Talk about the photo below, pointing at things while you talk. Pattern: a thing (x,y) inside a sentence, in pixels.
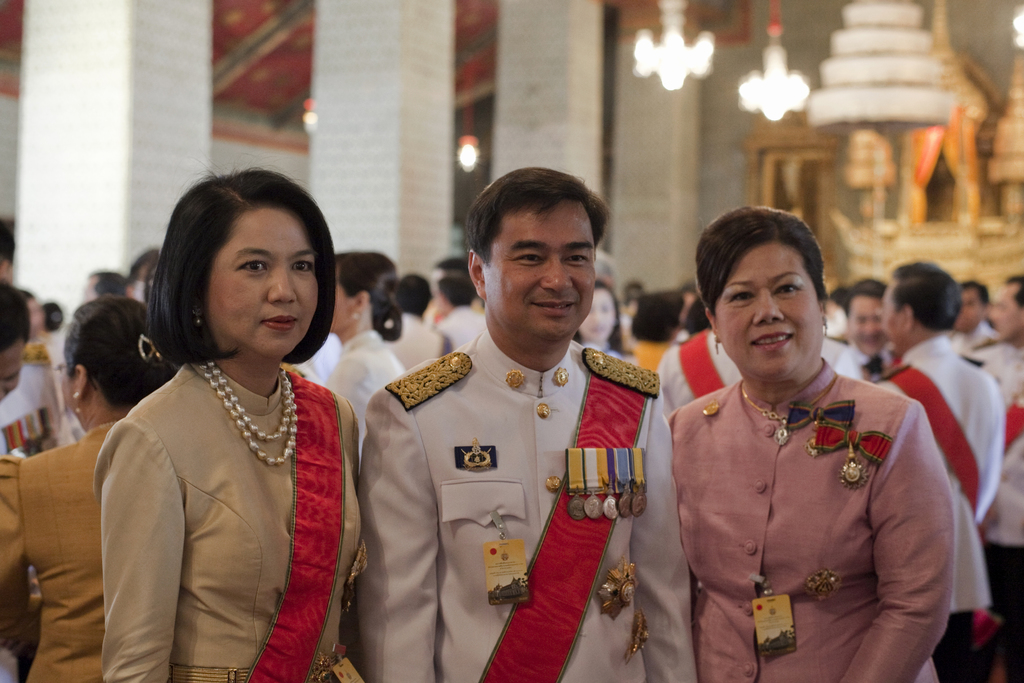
In this image I can see a man (520,432) wearing cream and red colored dress (546,496) is standing and two women (256,417) standing besides him. In the background (533,104) I can see number of persons (705,390) standing, few white colored pillars (199,116), few lights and few other blurry objects (792,134).
